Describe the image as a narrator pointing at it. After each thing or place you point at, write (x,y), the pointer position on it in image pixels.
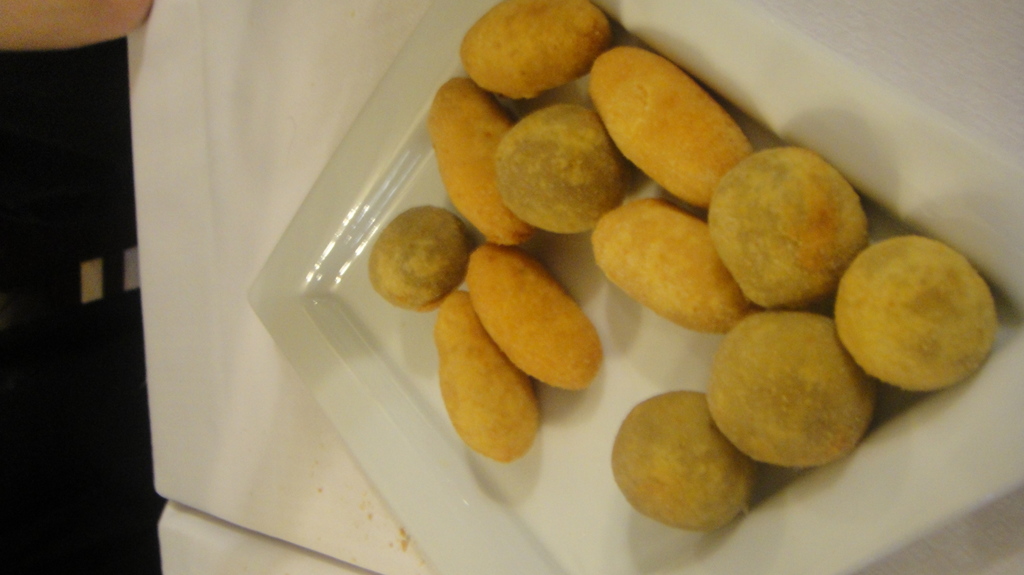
In the picture I can see the food items (495,224) on the glass plate (394,446) and looks like the glass plate (326,405) is kept on the table (322,421).
